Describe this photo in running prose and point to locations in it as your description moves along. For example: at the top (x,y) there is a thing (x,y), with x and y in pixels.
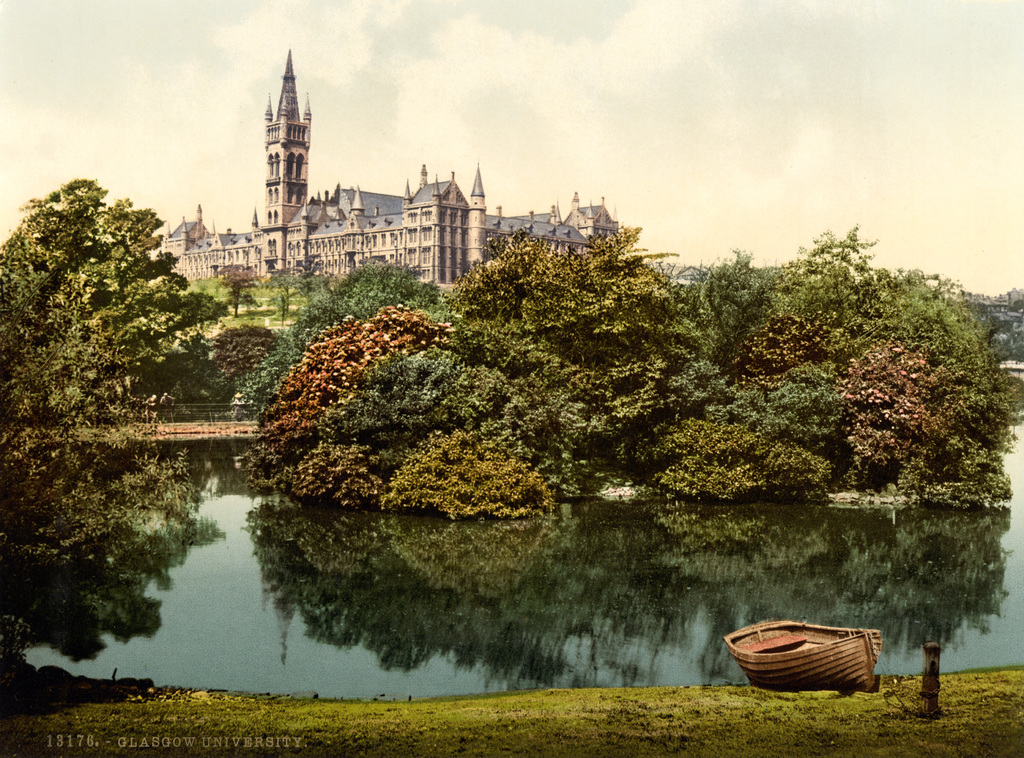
In this image I can see a boat (773,631) and water (462,610). Back Side I can see trees (571,397), building (480,224) and windows (429,250). The sky (524,134) is in white color.
